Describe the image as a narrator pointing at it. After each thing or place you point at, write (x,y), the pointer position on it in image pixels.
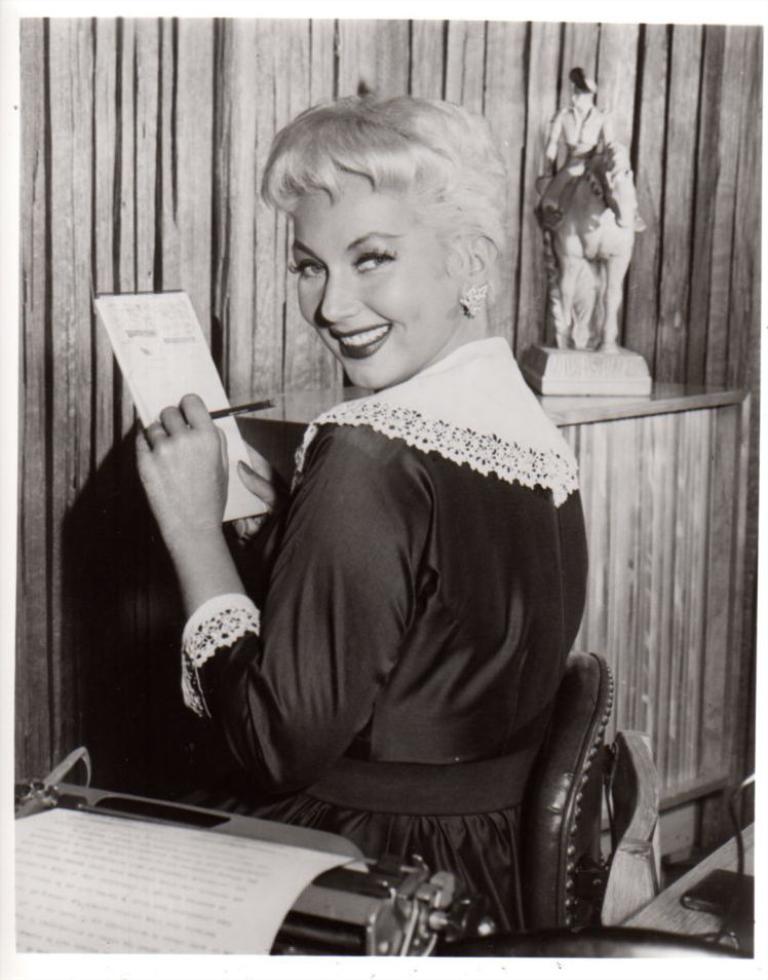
In this picture I can see a woman (360,489) with a smile, holding a pen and a book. I can see the typewriter machine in the foreground (302,901). I can see the statue (563,342) on the right side (575,355). I can see the wooden wall (293,114) in the background (387,90).
